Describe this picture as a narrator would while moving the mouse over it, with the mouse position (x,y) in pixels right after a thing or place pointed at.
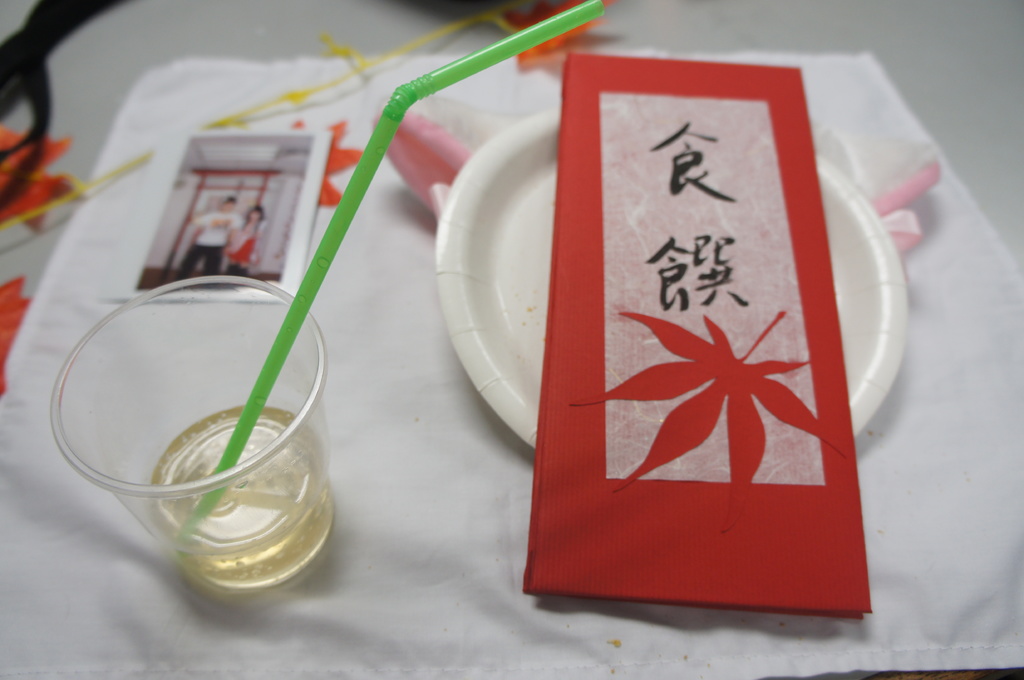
In this image there is a table (377,12), on that table (391,3) there is a plate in that place there is a glass (263,446), in that glass (274,452) there is a straw (546,34) and plate (467,288) and a card (794,544).
